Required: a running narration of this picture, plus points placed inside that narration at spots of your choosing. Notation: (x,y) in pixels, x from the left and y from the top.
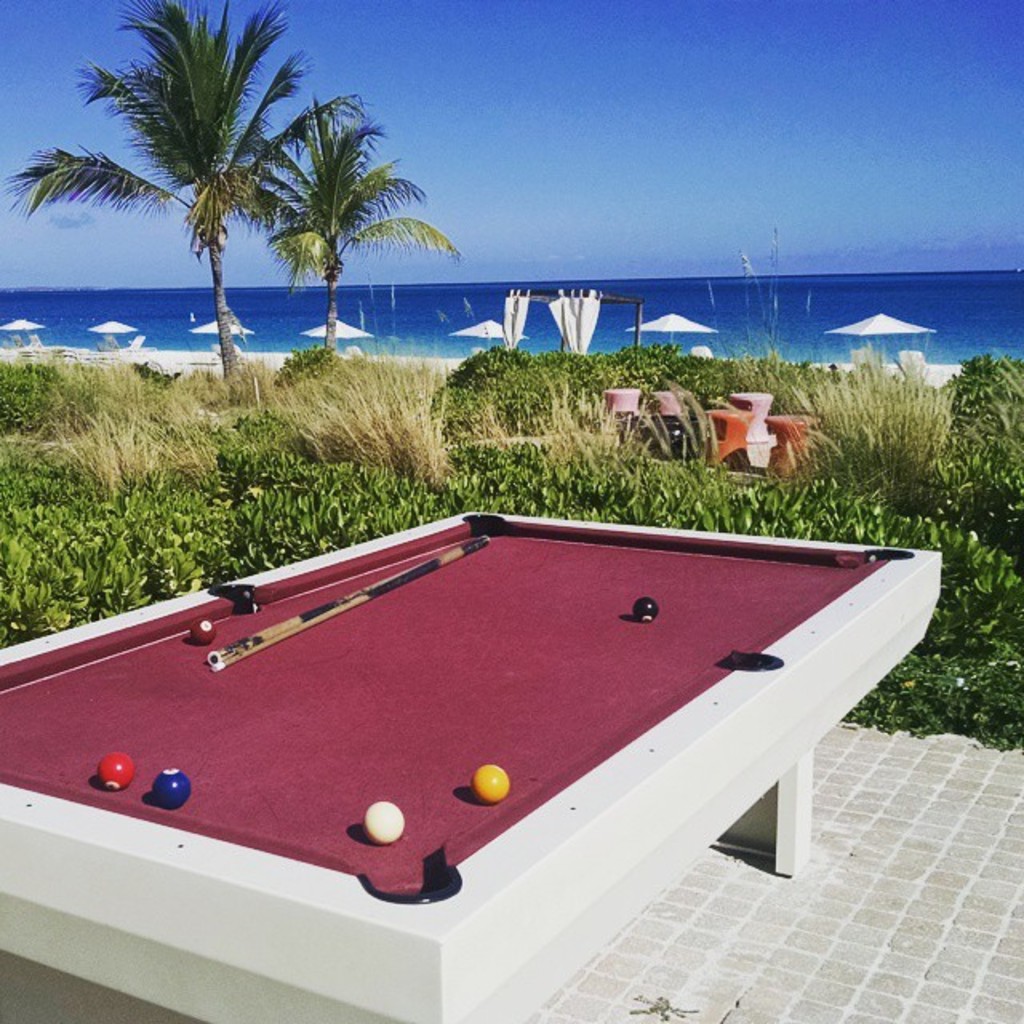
In this picture there is a snooker table (157,992) and snooker sticks (421,572). In the background (92,565) there are plants (89,548), tree (416,194), sea (860,296) and the sky (606,277) is clear.
